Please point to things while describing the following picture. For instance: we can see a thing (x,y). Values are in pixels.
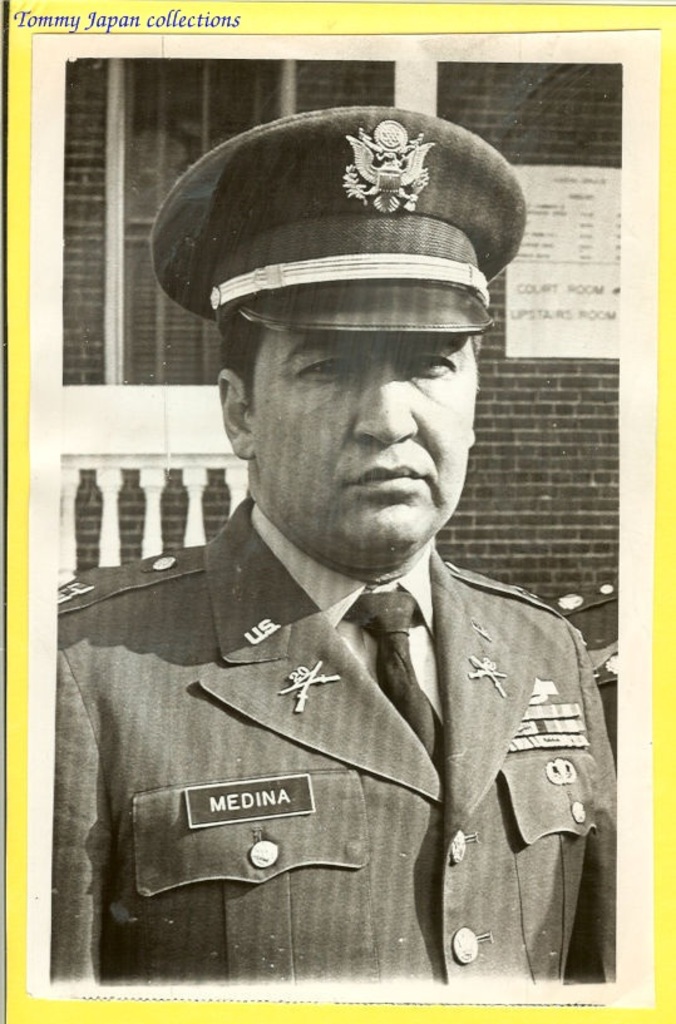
This is a black and white picture. In this picture, we see a man (417,736) in the uniform (398,830) is standing. Behind him, we see a cement railing (196,503) and a wall (488,517) which is made up of bricks (556,462). We see the poster (591,298) is pasted on the wall (138,524). This might be a photo frame (64,996). This might be an edited image.
